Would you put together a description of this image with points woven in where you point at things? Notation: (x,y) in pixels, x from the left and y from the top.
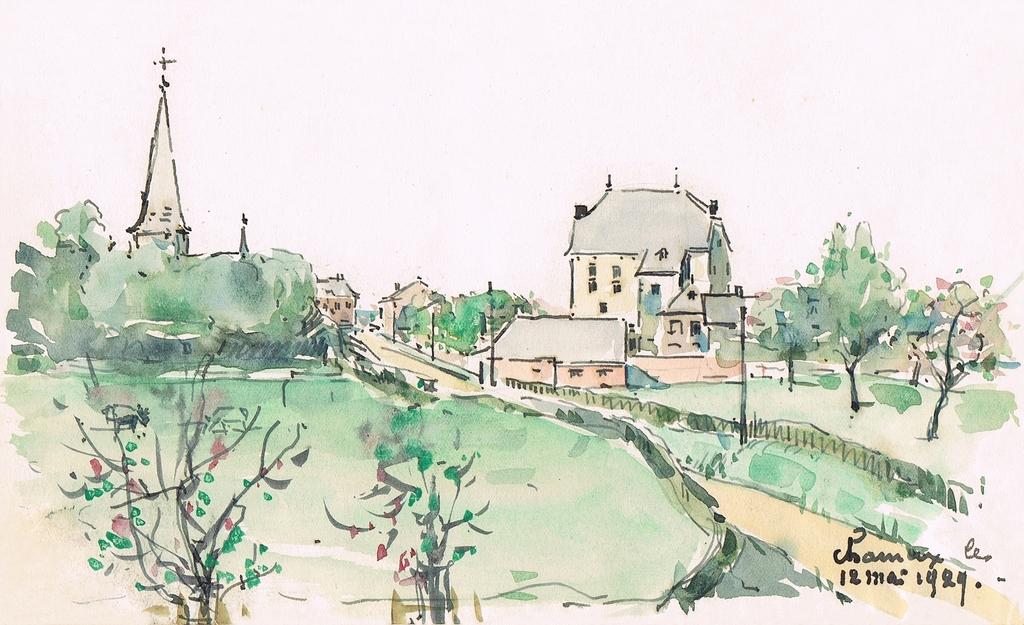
In this picture, we can see a painting of trees (203,349), church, houses (610,265), plants (181,357), flowers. At the top (379,121), we can also see white color.
